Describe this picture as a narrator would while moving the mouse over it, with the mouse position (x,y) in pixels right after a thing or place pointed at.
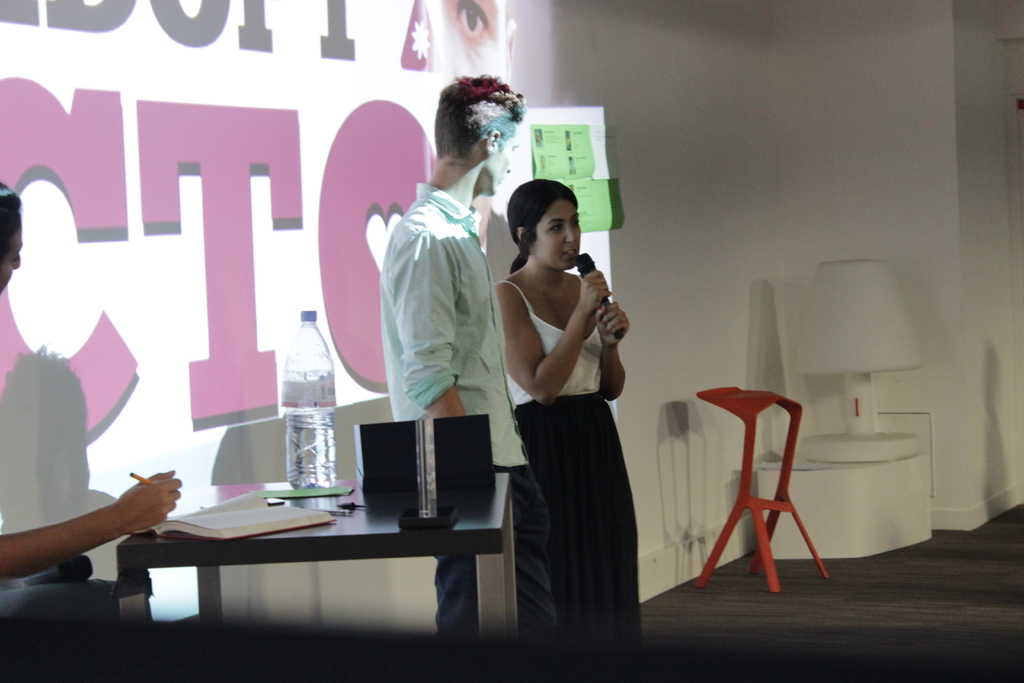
In this image we can see a lady (591,423) holding a mic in her hands (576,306) and a person (499,338) is standing beside her. We can see book (268,527), bottle (306,404) and some things (405,517) on the table (474,536). In the background (327,191) we can see projector screen (313,244) and table lamp (863,354).
